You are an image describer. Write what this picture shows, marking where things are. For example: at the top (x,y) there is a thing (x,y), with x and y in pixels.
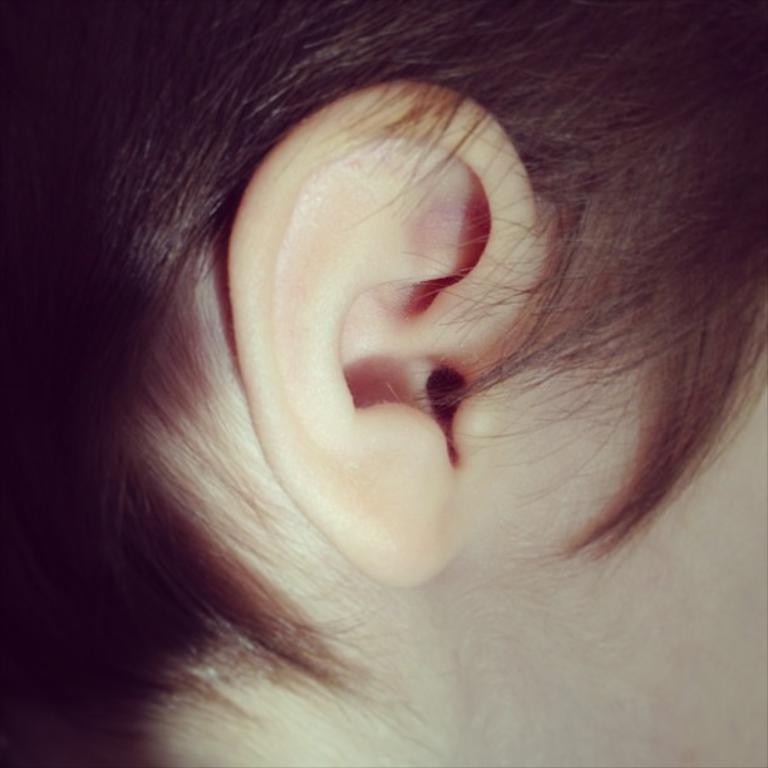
In this picture we can see hair (150,461), ear (273,172) of a person (516,506).
